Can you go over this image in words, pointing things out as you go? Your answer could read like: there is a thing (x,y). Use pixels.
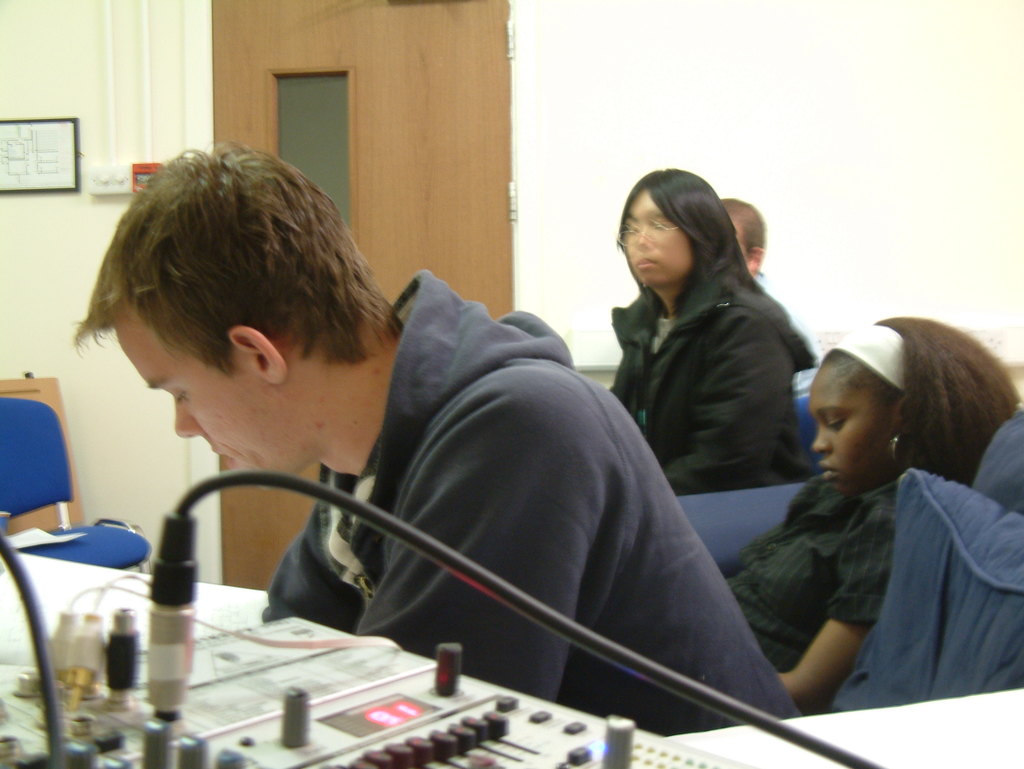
This image is taken indoors. In the background (20,299) there is a wall (26,270) with a picture frame (44,182), a switchboard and a door (441,151). On the right side of the image (687,202) two men (776,290) and two women (753,428) are sitting on the chairs (725,509) and there is a table (739,743) with a few things (131,677) on it. On the left side of the image (141,546) there is an empty chair (124,523).
